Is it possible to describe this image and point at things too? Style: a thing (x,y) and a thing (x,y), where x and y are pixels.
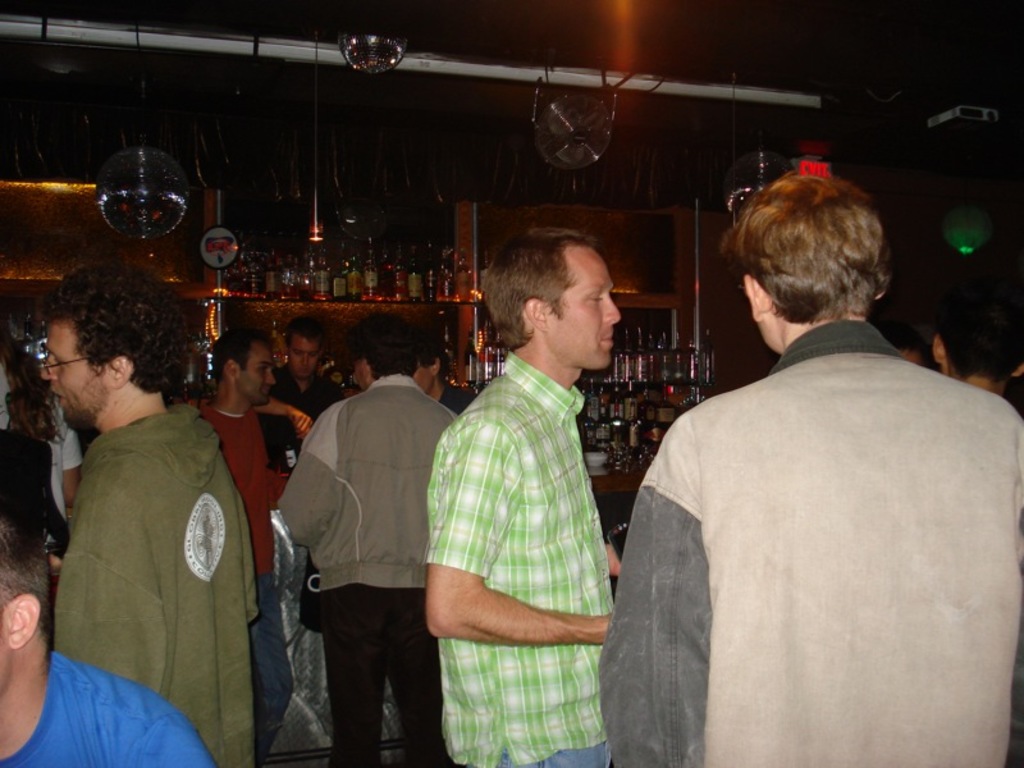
In the foreground (299,485), I can see a group of people (479,499) on the floor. In the background (403,309), I can see bottles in shelves (419,303), lamps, metal objects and cupboards (425,239). This picture might be taken in a restaurant.
